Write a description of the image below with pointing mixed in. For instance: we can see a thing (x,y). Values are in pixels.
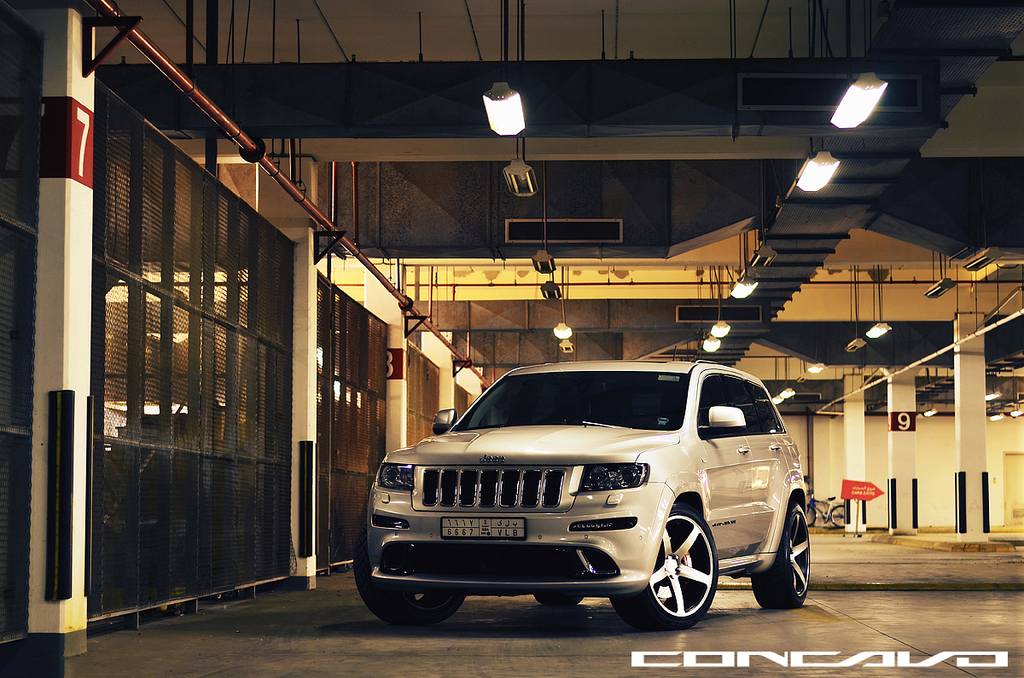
In the picture we can see a car (781,565) which is gray in color parked in the parking area (829,555) and the name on it is a jeep and under it we can see a name Concavo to the ceiling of the parking area (1002,613), we can see lights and beside the car (548,593) we can see a wall (20,585) with net (4,591) and behind the car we can see far away a bicycle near the wall (953,438).
